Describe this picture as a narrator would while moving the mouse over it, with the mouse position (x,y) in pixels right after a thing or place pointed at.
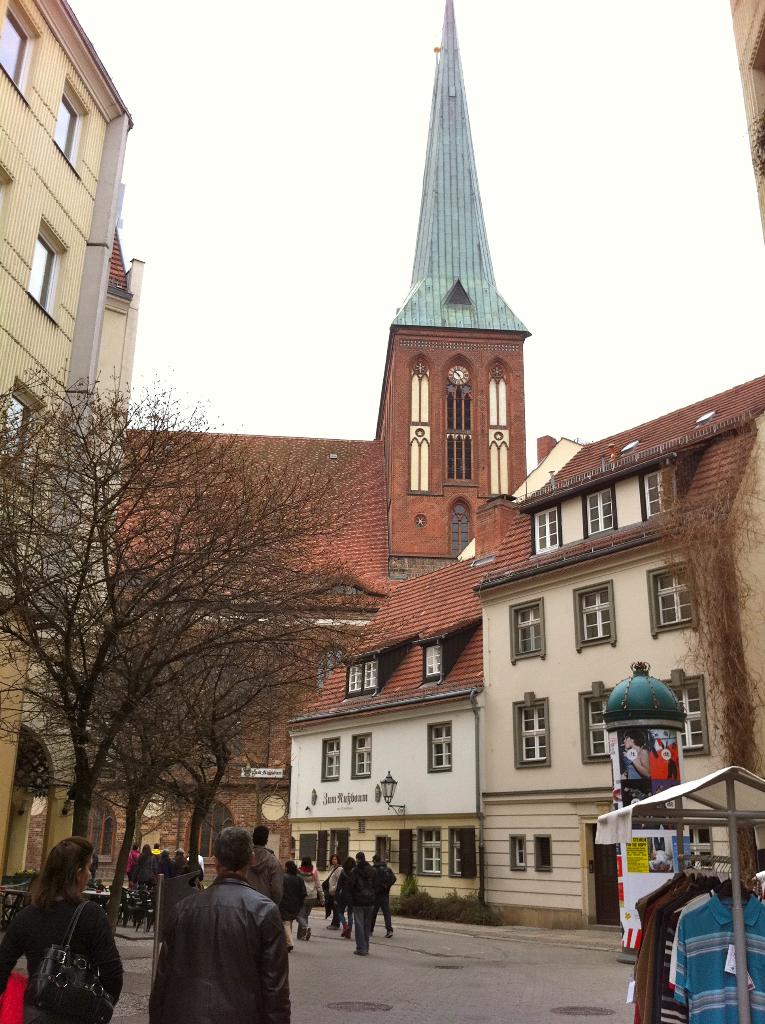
This is a picture of a city (426,693) where there are group of people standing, buildings (307,723), trees (52,639), clothes (687,917) on the cloth stand (743,993), and in the background (273,187) there is sky (581,202).
